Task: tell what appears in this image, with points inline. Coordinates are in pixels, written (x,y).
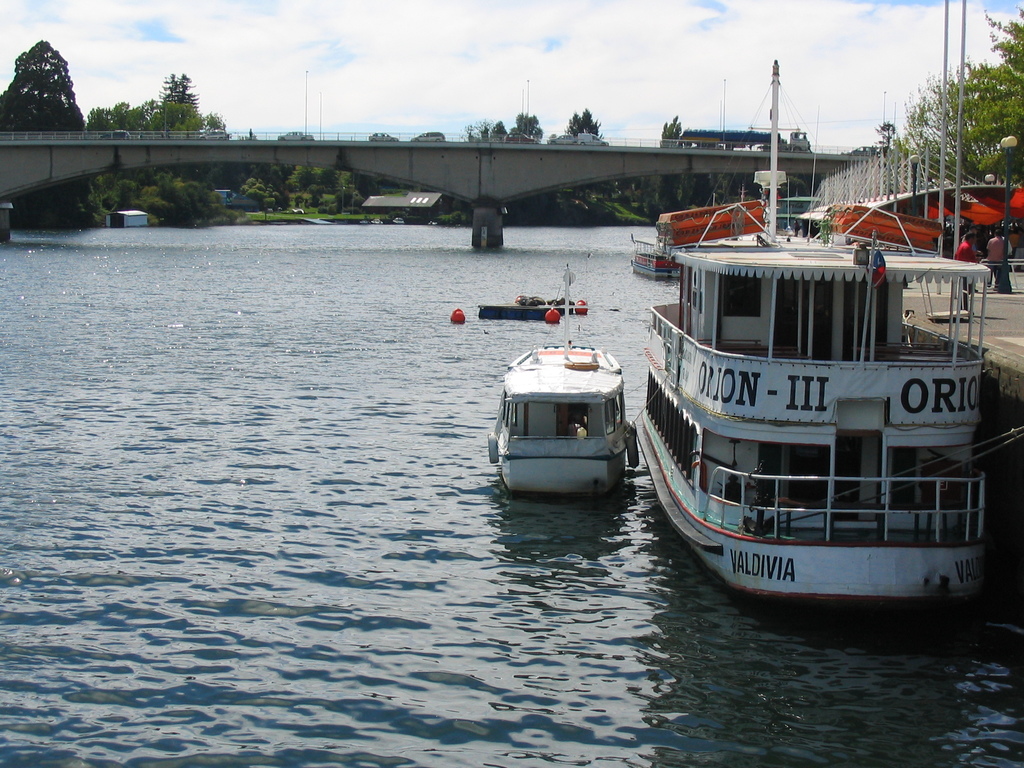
In this picture there are ships (889,451) on the right side of the image (750,411), on the water (465,347) and there is a bridge (29,134) at the top side of the image (40,145), there is a dock (1005,312) on the right side of the image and there are trees (39,225) in the background area of the image (981,130).
